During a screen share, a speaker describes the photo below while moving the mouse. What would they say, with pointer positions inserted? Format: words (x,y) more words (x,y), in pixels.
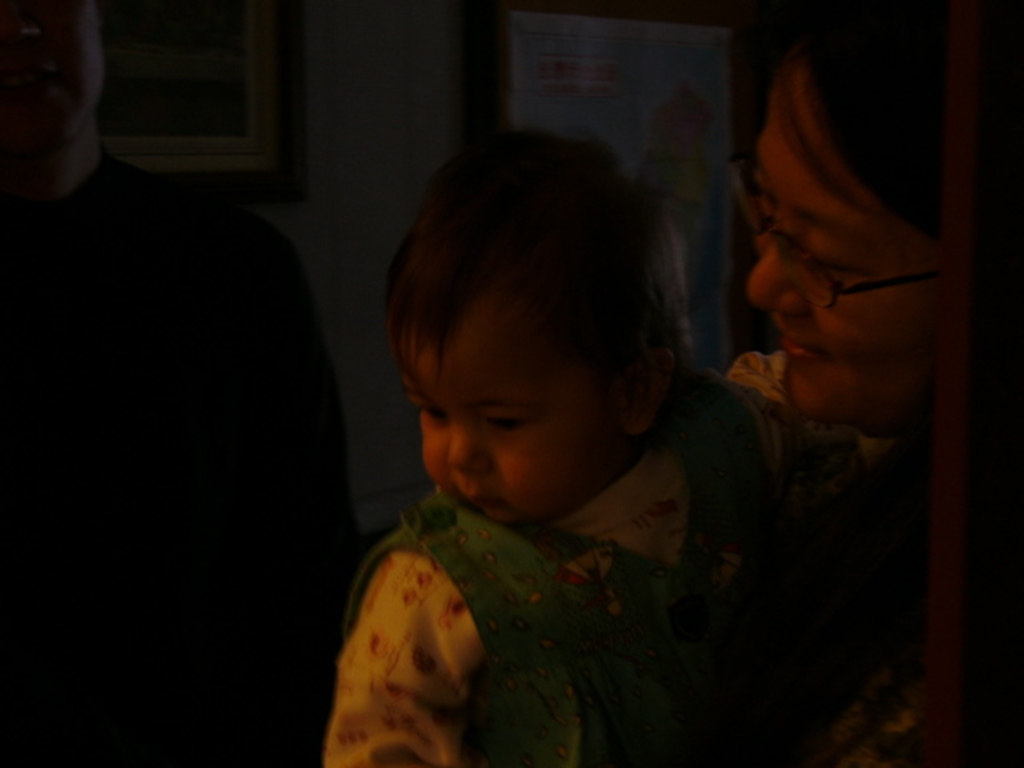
On the right side of the image (877,395) there is a person (898,566) holding a baby (654,552). And on the left side (102,282) there is a man (156,409) with black dress (171,432) is standing. Behind them there is a wall (378,118) with frames (220,45).
